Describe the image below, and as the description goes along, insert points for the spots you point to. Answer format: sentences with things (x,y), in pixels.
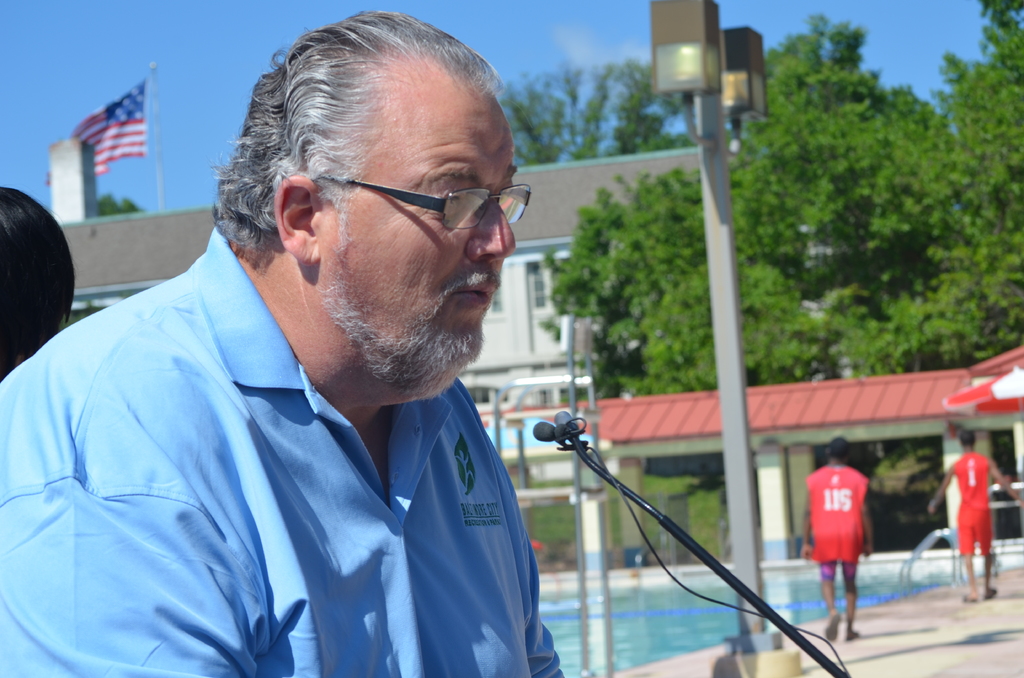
In this image there is one person (340,501) is on the left side of this image (312,453) is wearing blue color shirt (284,525). There is a Mic (665,525) in the bottom of this image (657,508) and there are two persons (833,482) are standing on the right side of this image (868,509). There is a building (550,348) in the background (509,372). There are some trees (613,339) on the right side of this image (715,366). There is a sky (219,61) on the top of this image (225,56). There is a flag (114,120) on the top left side of this image (131,123).
